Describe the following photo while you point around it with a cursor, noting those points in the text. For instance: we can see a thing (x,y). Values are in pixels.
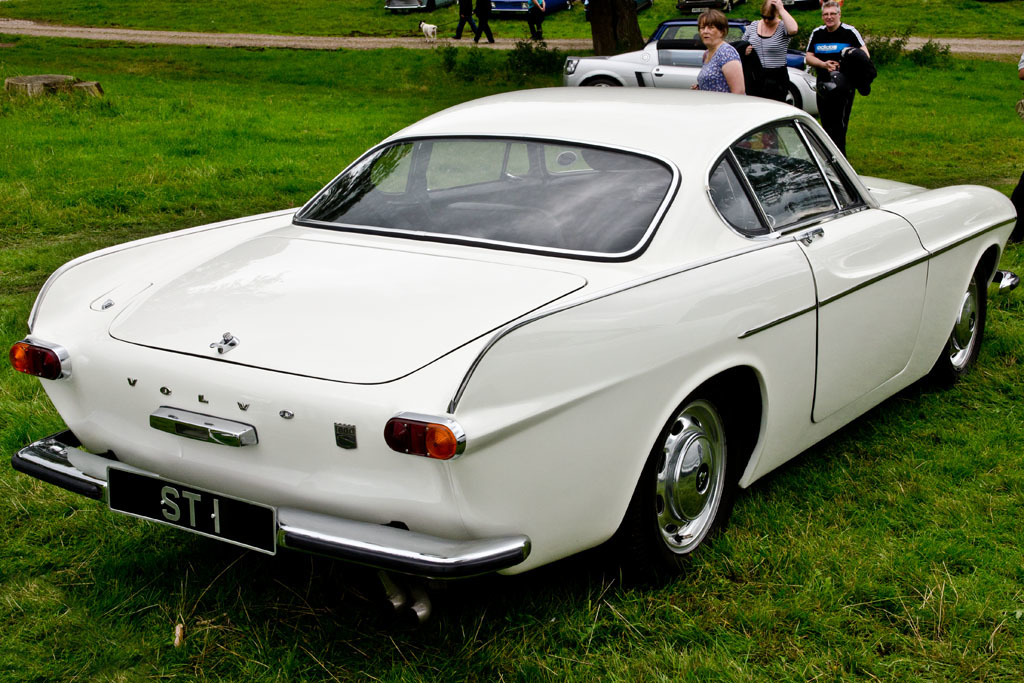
In this picture we can see cars (568,106) and some people (813,46) standing on the ground (55,149) and in the background (424,26) we can see a dog (435,33) and some people (539,27) walking on a path (279,44).
